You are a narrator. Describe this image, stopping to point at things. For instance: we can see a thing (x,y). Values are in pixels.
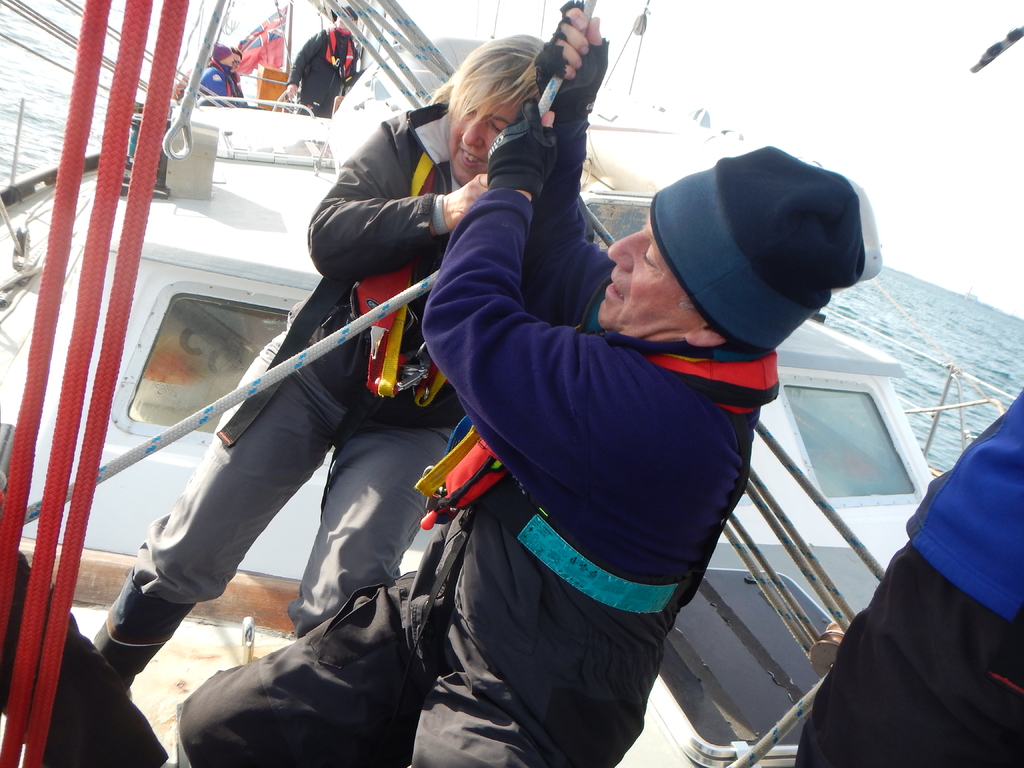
In this image we can see few persons (320,229) are on a ship (309,269) and among them two persons (381,277) are holding a rope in their hands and there are objects (420,385). In the background (1018,144) we can see poles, water (21,32) and the sky (601,12).
